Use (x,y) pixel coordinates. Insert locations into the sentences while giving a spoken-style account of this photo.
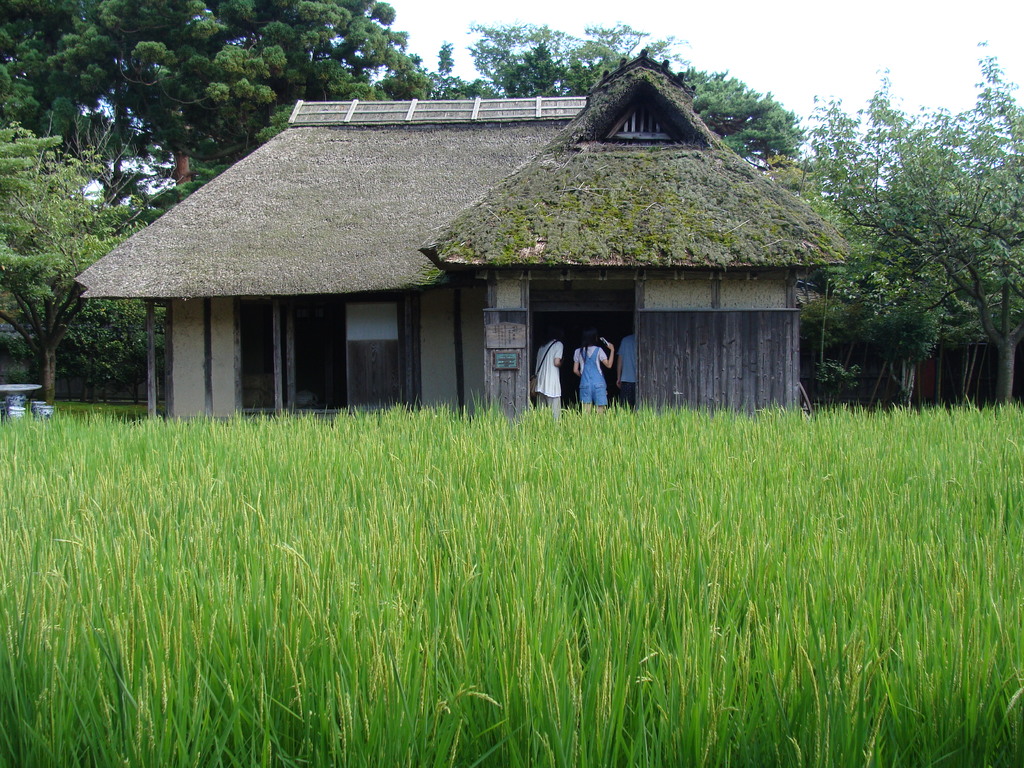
In this picture I can observe some grass (562,468) on the ground (548,679). There is house (312,216) in the middle of the picture (454,314). I can observe some people (547,376) in the house (598,204). In the background (225,159) there are trees (465,83) and a sky (713,46).
